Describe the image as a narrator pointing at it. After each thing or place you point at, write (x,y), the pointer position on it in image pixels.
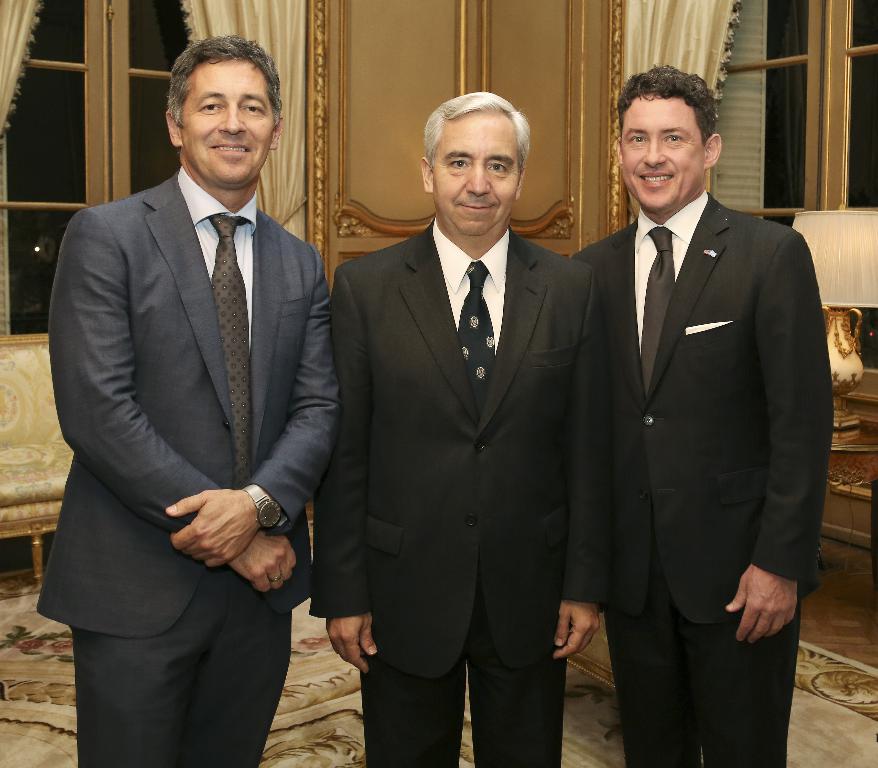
In this picture we can see three men (191,583) standing holding a smile to the camera. They are wearing blazers (513,399) and ties (247,379). On the background of the picture (570,58) we can see a door (390,41) windows (89,49) and curtains (289,70). This is a floor carpet (15,659). This is a sofa (38,452). Here we can see a lamp (841,400).
